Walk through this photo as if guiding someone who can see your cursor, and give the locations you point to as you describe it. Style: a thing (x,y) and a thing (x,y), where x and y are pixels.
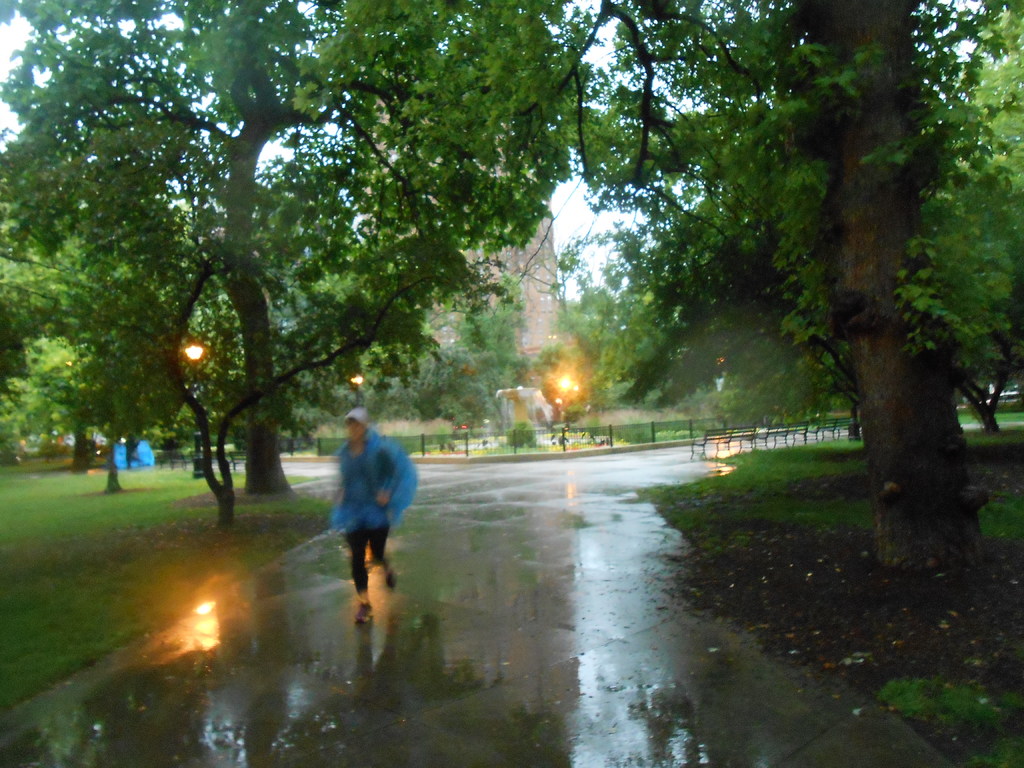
In this image I can see a path (525,538) in the centre (562,479) and on it I can see one person (352,457). I can see this person (388,474) is wearing a cap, a blue colour coat (379,450), black pant (374,553) and shoes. On the both sides of the path (286,584) I can see grass ground (32,521), number of trees (691,355) and in the background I can see few lights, few benches (731,442), a building (528,293) and the sky (584,191).
